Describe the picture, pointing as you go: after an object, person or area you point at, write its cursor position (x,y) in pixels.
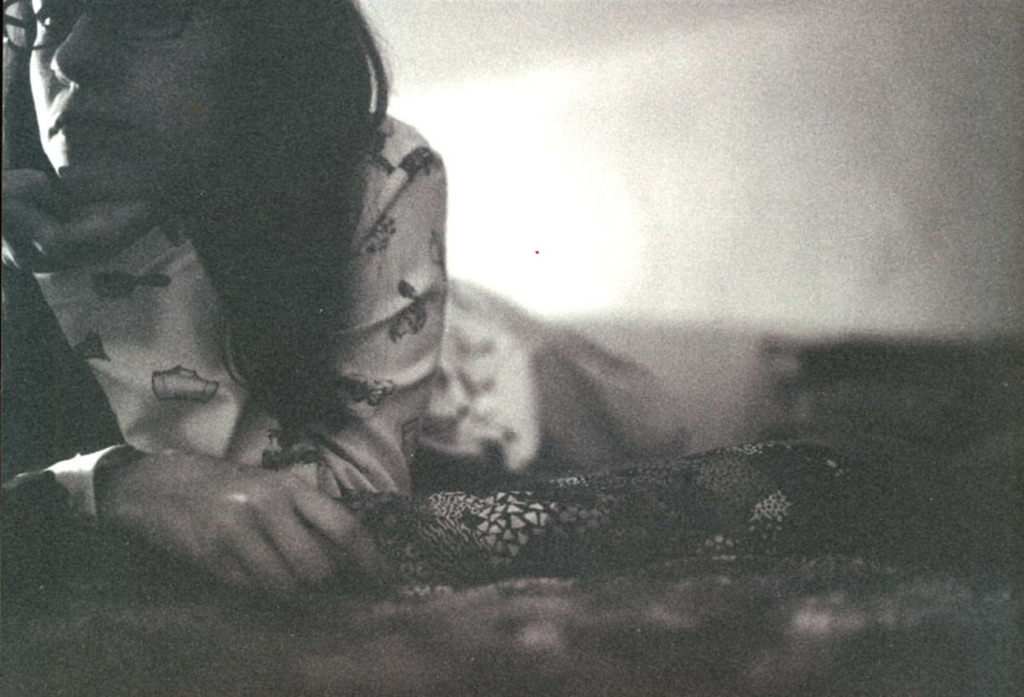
In this picture there is a woman (343,371) who is lying on the bed (617,582). She is wearing spectacle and dress (386,423).
